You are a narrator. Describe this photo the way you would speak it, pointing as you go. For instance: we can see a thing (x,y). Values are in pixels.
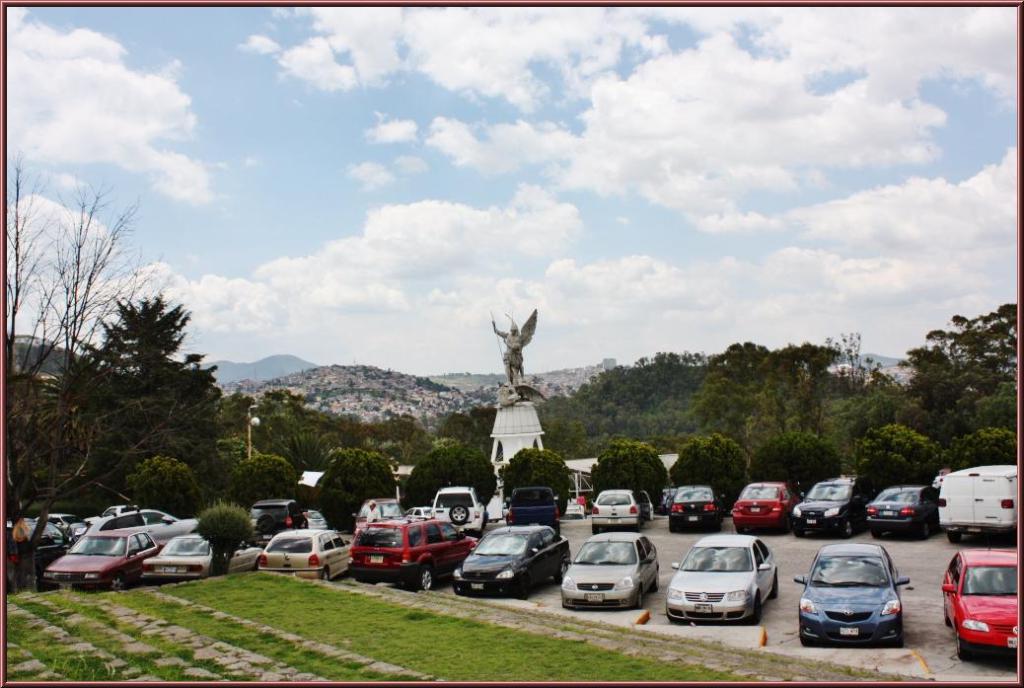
This is a photo and here we can see vehicles (838,559) on the road (786,572) and there is a sculpture (520,383) and we can see poles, trees (804,397), hills (553,384). At the top (451,224), there are clouds (529,228) in the sky (532,280) and at the bottom (312,603), there is ground (205,640).
